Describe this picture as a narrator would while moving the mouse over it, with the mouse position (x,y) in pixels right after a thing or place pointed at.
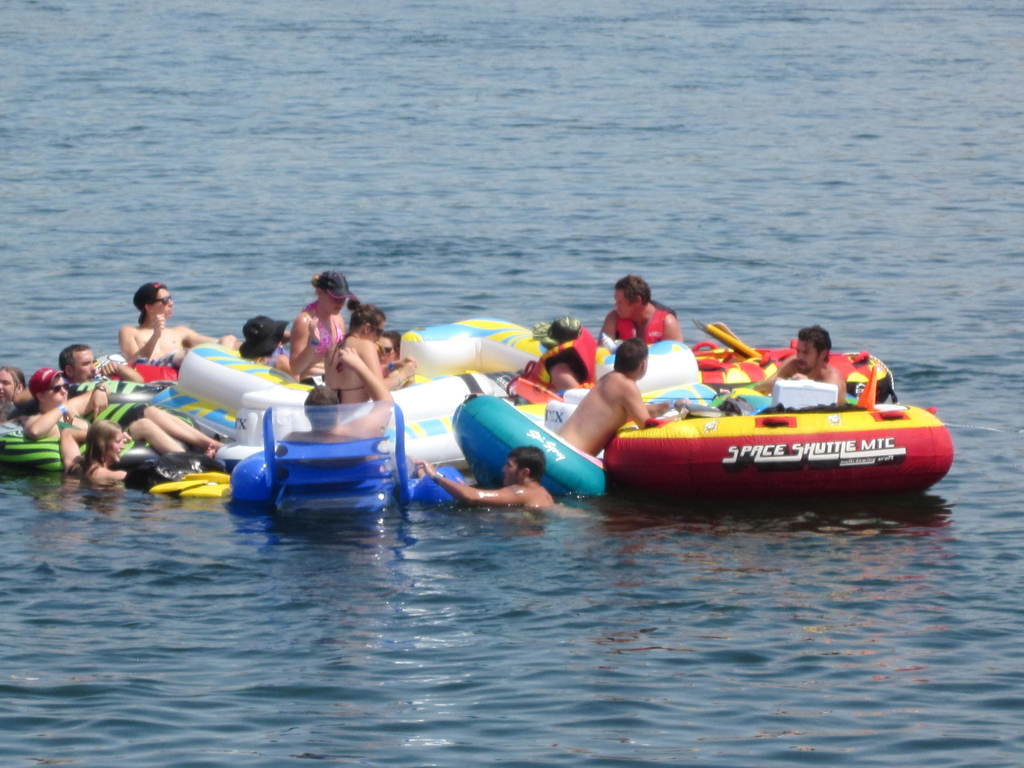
In this image we can see people (343,368) sitting in tubes (483,422) and we can also see water (48,176).
